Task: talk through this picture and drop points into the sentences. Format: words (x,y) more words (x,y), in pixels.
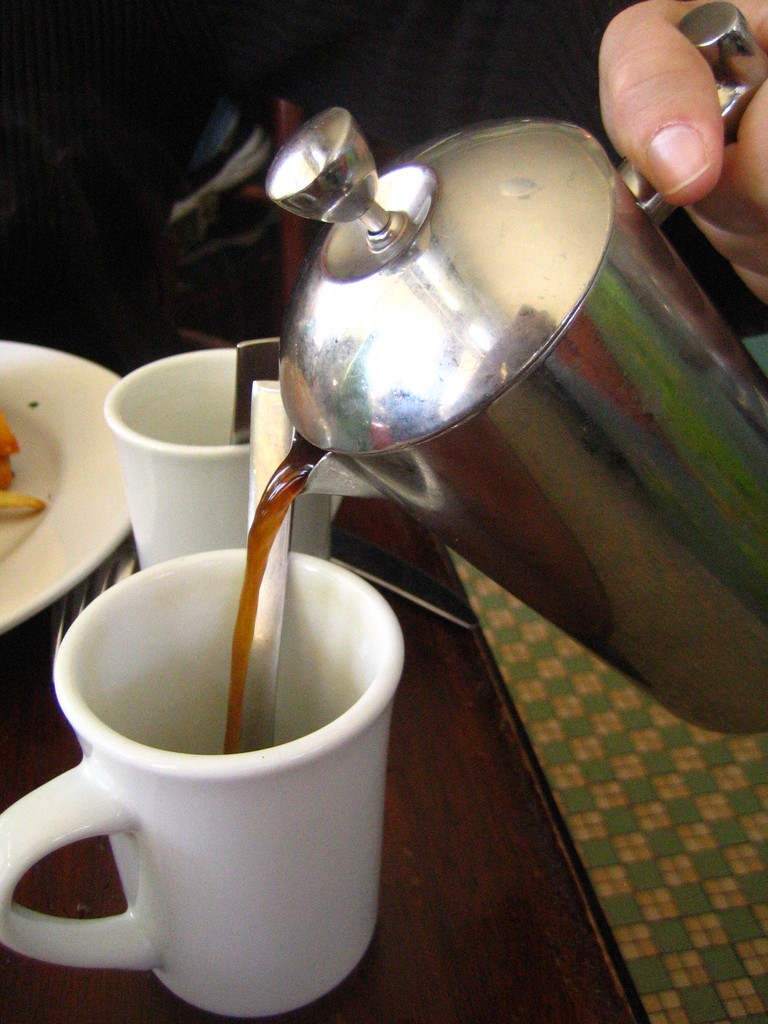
In the image there is a teapot (401,229) and there are two cups (141,683) kept on a table (444,1014), a person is pouring the drink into the cup (302,673).
